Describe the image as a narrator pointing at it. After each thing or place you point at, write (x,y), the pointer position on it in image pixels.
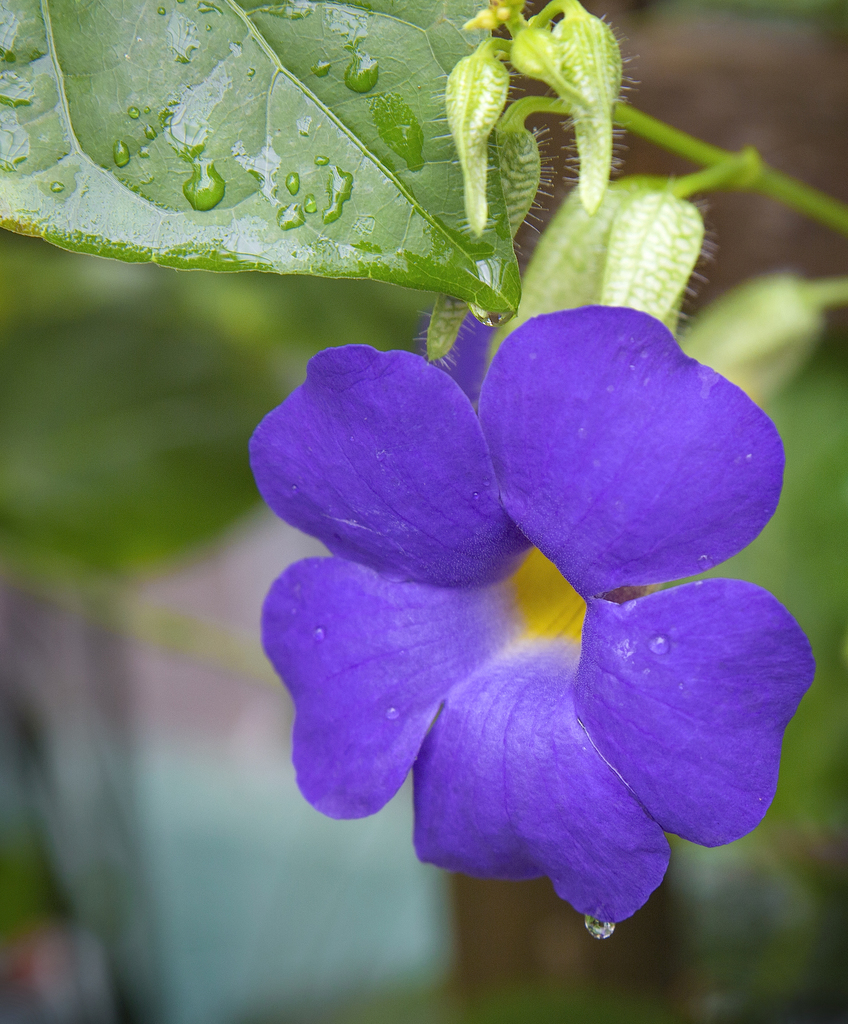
In this image we can see the flowers (299,504) and buds (434,339) on the plant (429,352), also we can see the background (61,352) is blurred.
